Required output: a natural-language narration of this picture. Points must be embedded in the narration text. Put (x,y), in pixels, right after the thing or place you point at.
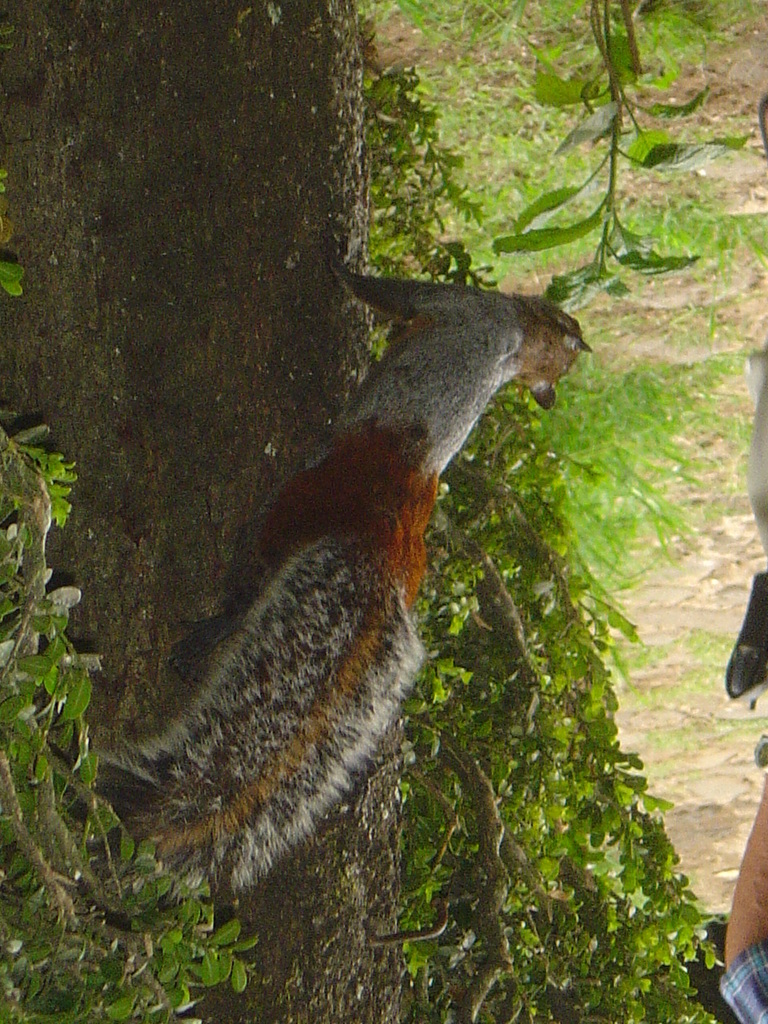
In the center of the image (324,501) we can see an animal (374,379) is present on the tree (312,351). In the background of the image (717,47) we can see the grass (596,348) and ground (732,307). On the right side of the image (756,943) we can see a person hand (750,856) and holding an object (751,620).
